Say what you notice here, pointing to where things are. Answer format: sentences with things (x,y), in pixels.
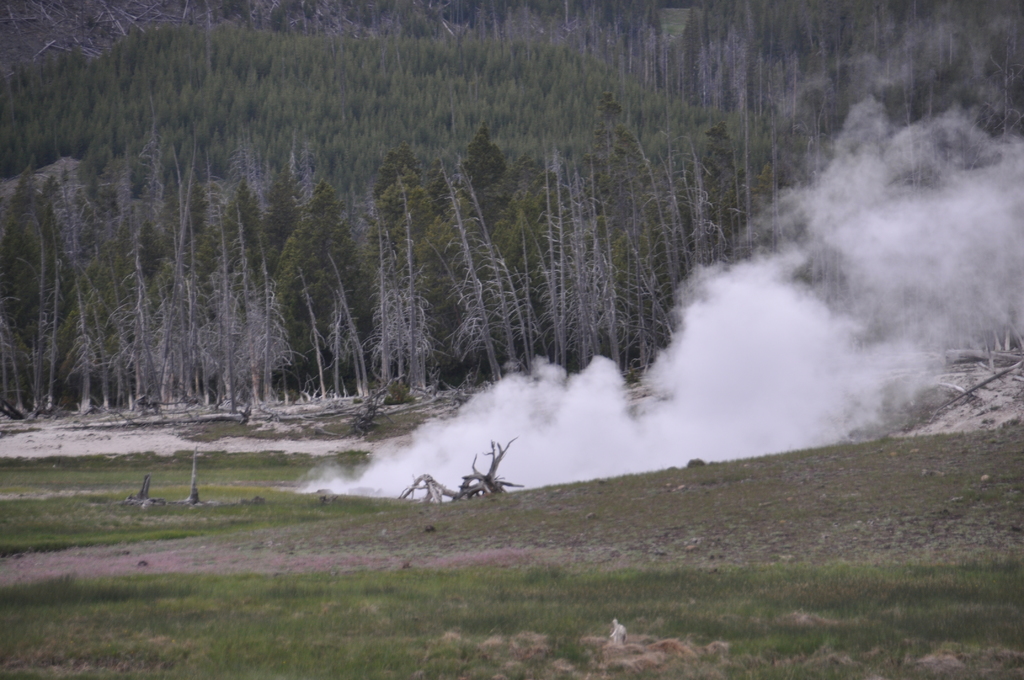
This image is clicked outside. At the bottom (300,600), we can see grass (435,611). In the middle (534,426), there is a smoke (611,446) in white color. In the background (578,195), there are many trees (340,266).
